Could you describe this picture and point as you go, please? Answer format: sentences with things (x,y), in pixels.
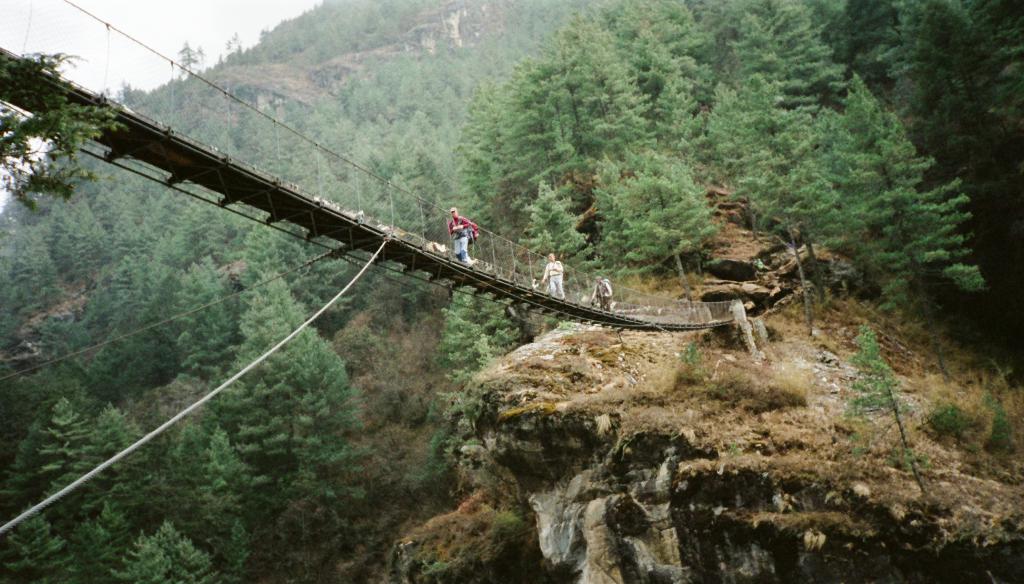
In this image we can see the bridge (212,188) and on the bridge (484,246) we can see some persons (460,221) walking. In the background (433,286) we can see the hill (555,376) with full of trees (310,284). Sky (177,25) is also visible.
